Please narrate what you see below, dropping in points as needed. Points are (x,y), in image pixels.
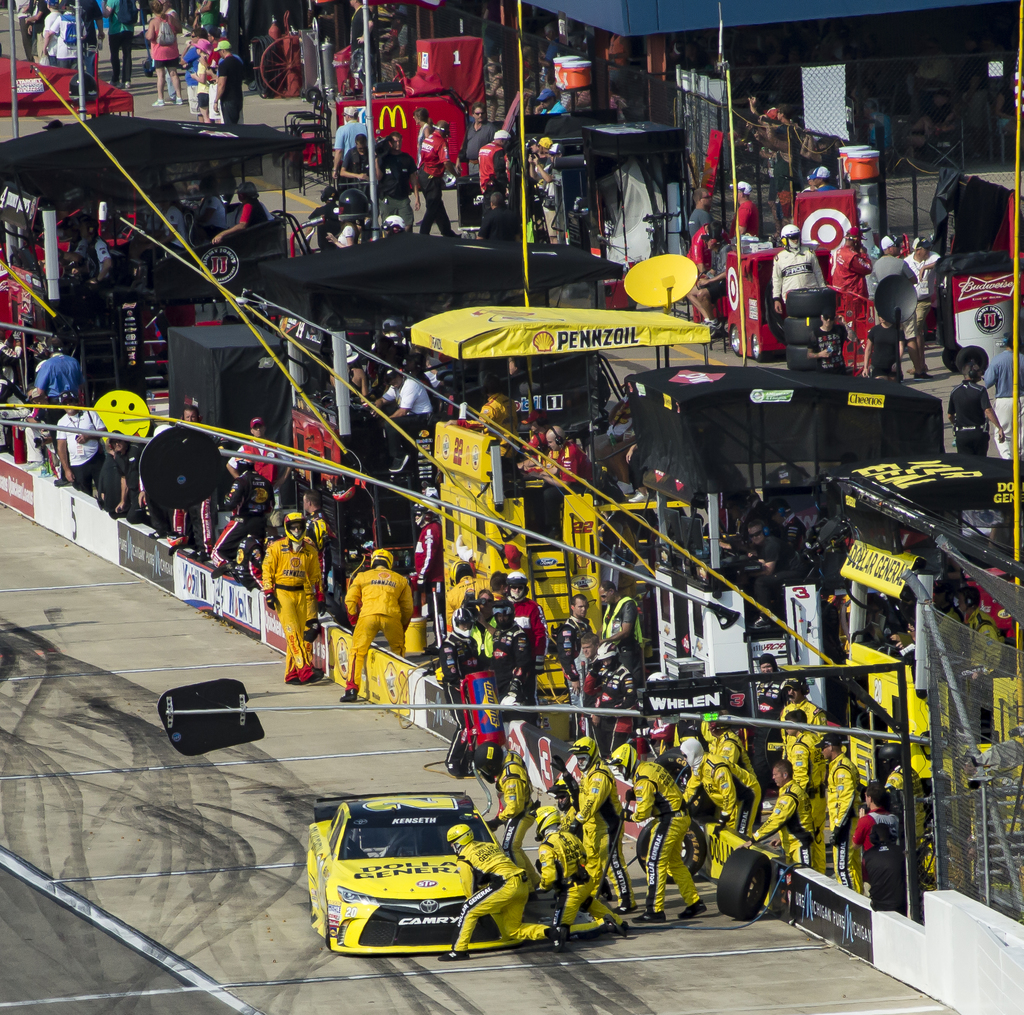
In this picture we can see few metal rods (603,708), hoardings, group of people (630,693) and tents (544,350), at the bottom of the image (384,870) we can see a car (387,847), in the background (593,206) we can find fence (624,78), few tyres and machines (270,59).
